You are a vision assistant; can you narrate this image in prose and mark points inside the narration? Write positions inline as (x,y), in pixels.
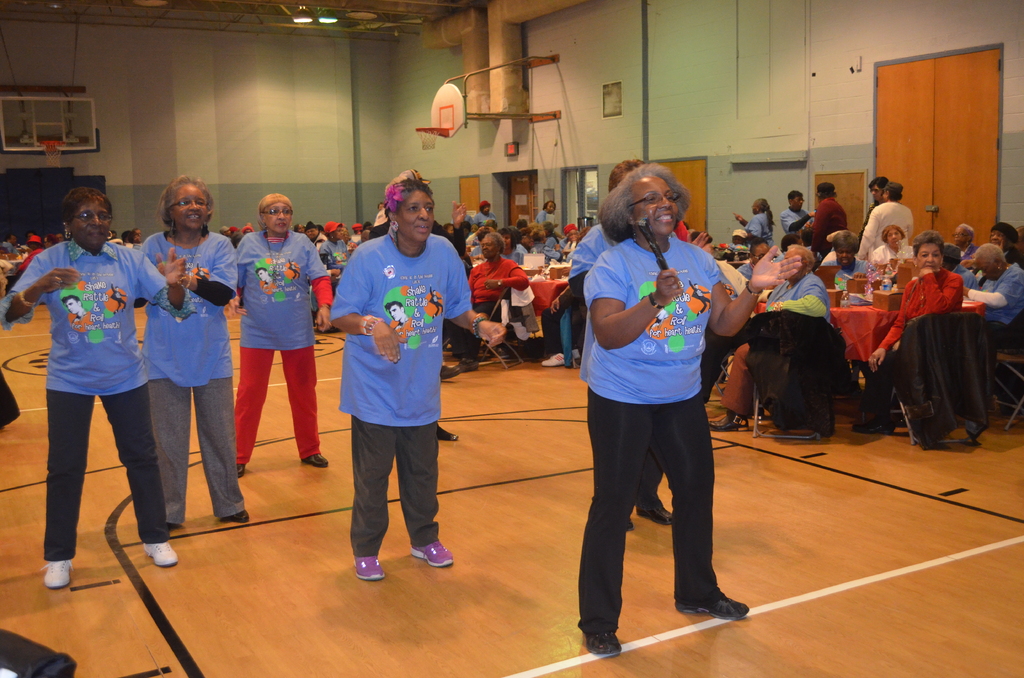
In this image there are some old people (33,305) standing in the middle of room (953,570) and dancing also there are so many other people (732,379) sitting and standing around the tables (892,297) and watching at them.
